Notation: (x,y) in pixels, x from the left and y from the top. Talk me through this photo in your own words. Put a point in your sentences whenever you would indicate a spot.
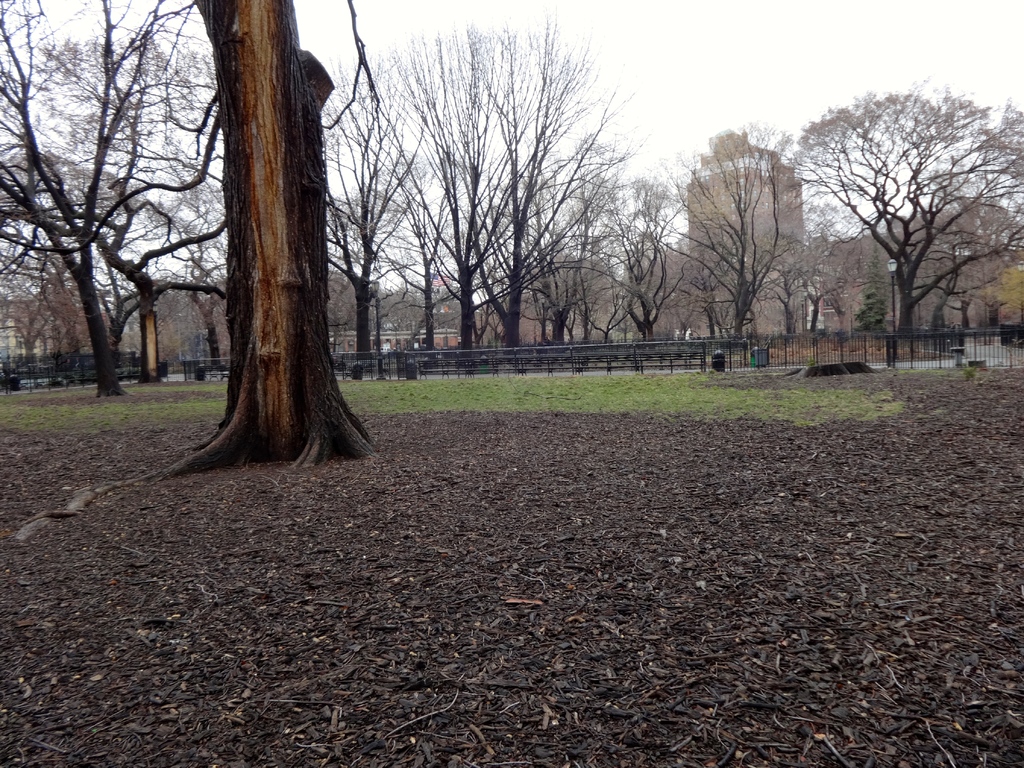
In this image we can see the trees (651,321), fence (943,343), ground (638,385) and also the wooden sticks (540,649). We can also see the buildings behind the trees (805,265). Sky (765,73) is also visible.
